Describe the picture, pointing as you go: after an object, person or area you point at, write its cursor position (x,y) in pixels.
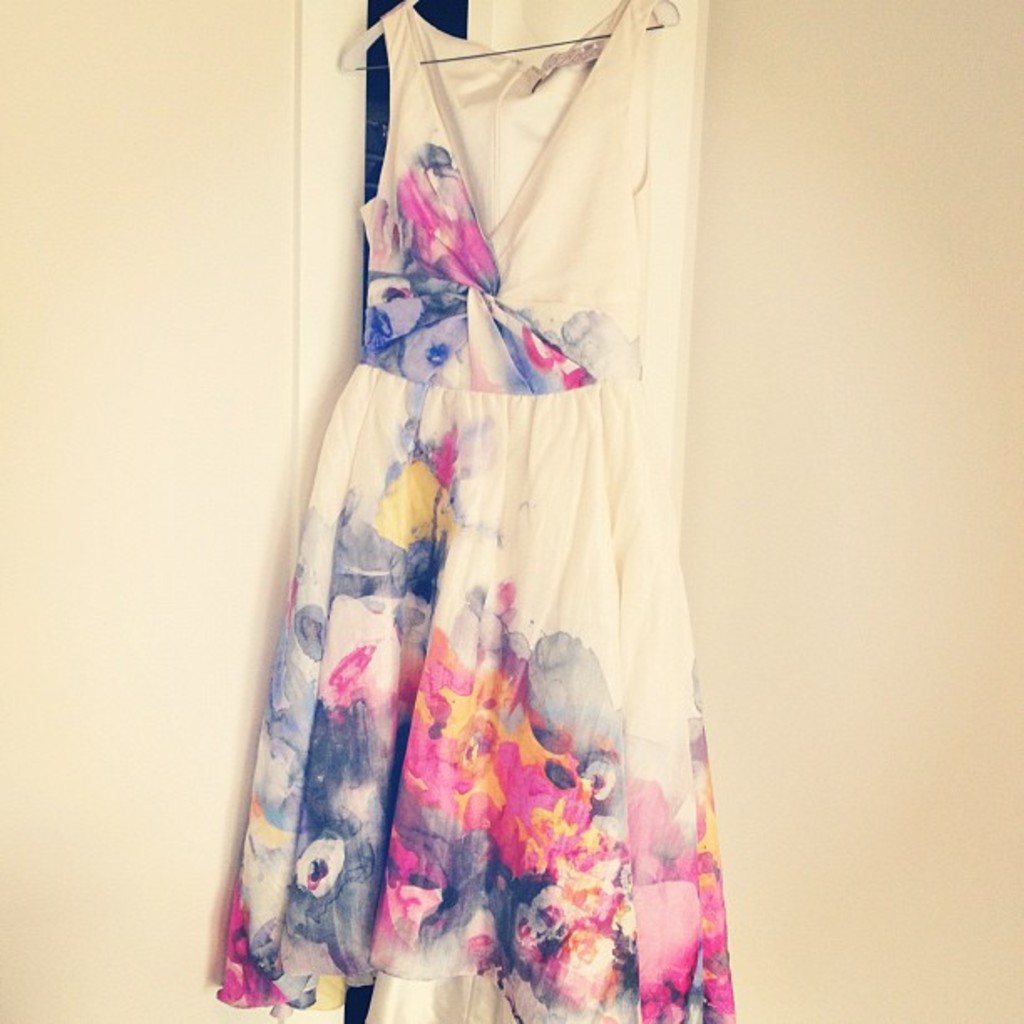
There is a dress (407,385) hanged to the hanger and beside the hanger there is a wall (165,393).
